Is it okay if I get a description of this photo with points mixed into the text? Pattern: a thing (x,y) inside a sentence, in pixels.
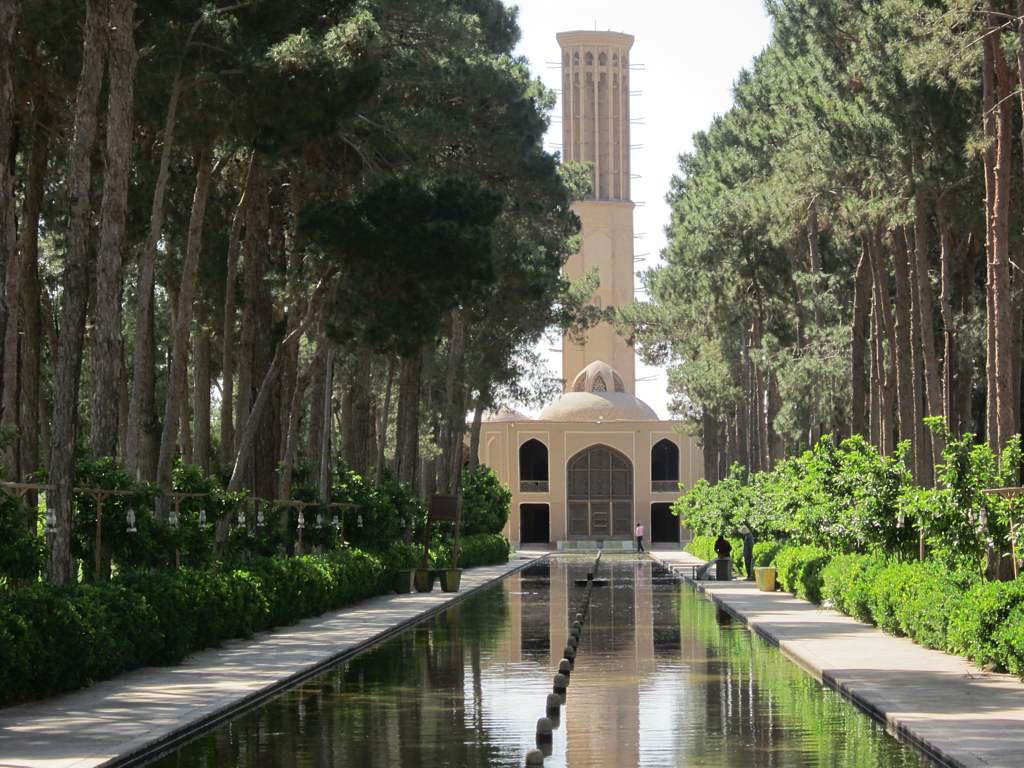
In the picture we can see water (557,652), there are some plants (470,535) and trees (196,427) on left (193,434) and right side of the picture (782,470), in the background of the picture (666,538) there is a person (640,525) standing and there is a building (643,425) and top of the picture (671,156) there is clear sky (672,97).
